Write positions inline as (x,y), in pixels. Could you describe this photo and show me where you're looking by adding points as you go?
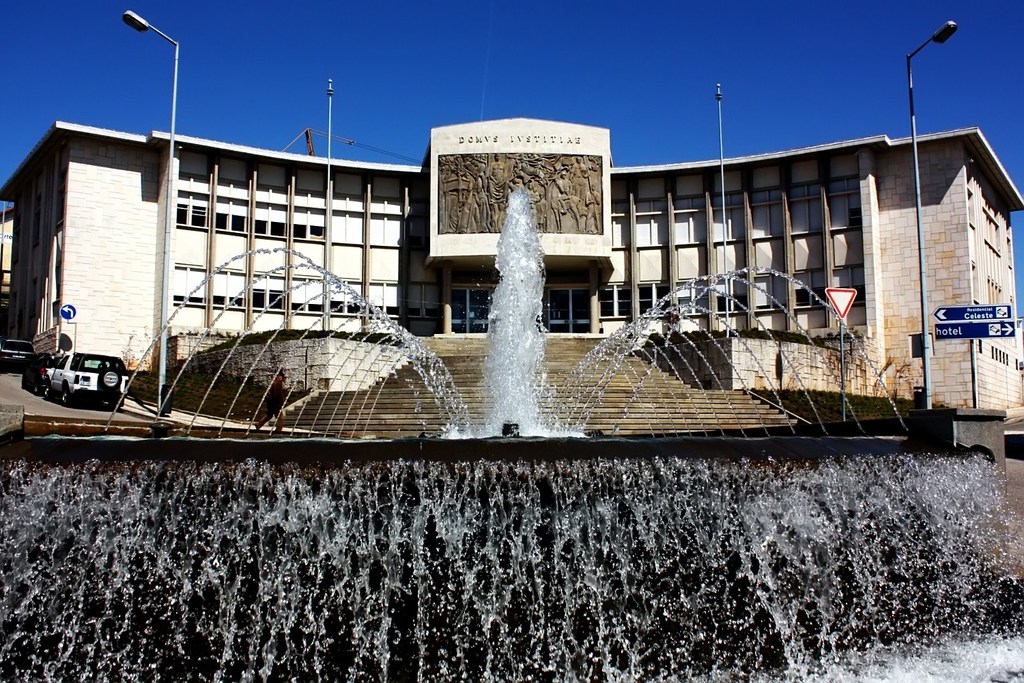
In the picture we can see a fountain (949,529) with a waterfall (636,520) and in the background (566,364), we can see a building (322,319) with a step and some cars (27,366) park beside the building (485,330) on the path (31,401) and we can also see a sky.
